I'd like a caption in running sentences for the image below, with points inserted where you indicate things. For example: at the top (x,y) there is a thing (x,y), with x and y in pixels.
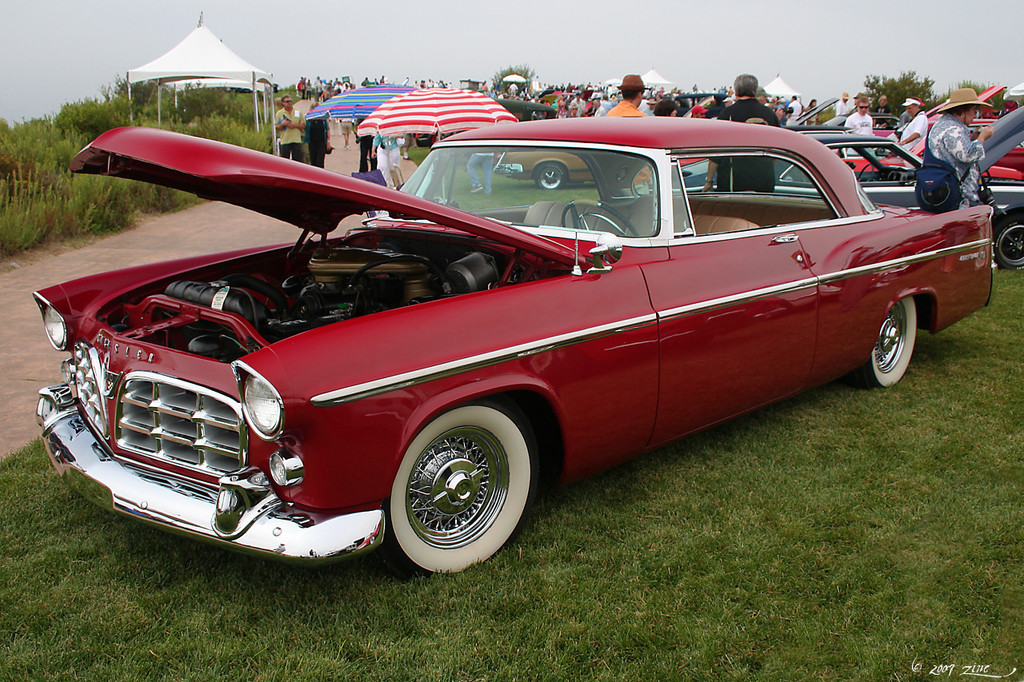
In this image I can see few vehicles (461,229), umbrellas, tents (192,69), plants (14,191), sky (240,42) and few people (637,109) around.
